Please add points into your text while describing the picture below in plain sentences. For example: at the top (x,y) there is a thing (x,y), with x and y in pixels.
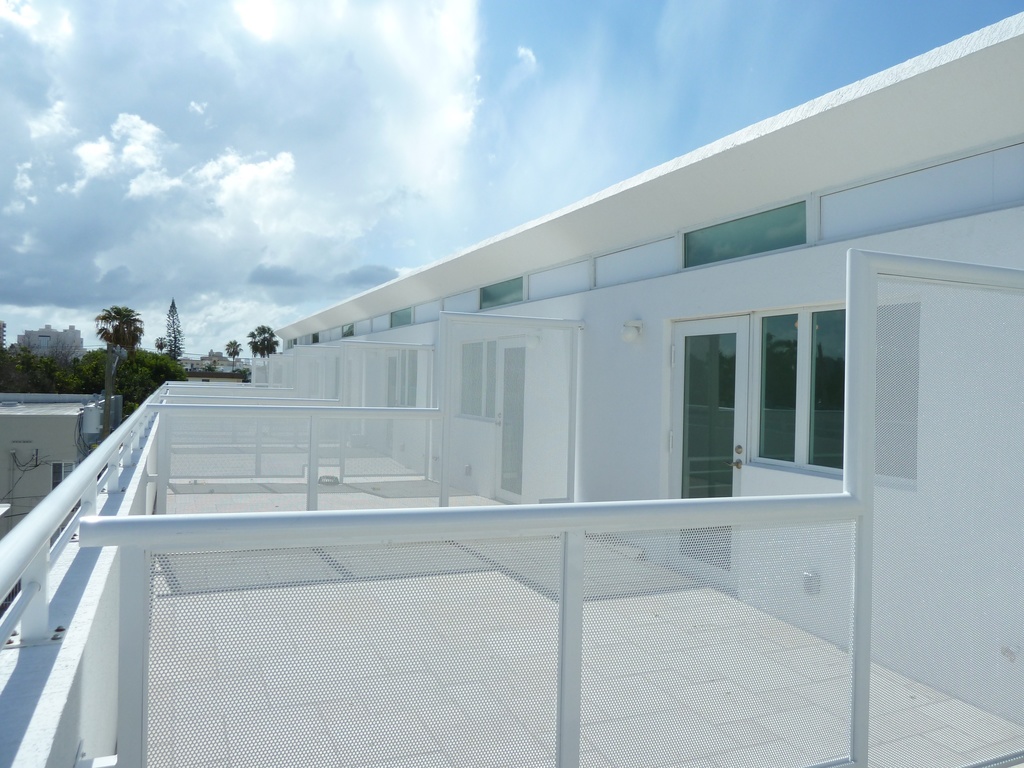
On the right side (927,316), there is a building (1013,179) which is having glass windows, small fencing (83,514) on the white wall (44,743) near fencing (366,425) which are having nets (400,616). In the background (53,426), there are trees (167,354), buildings (19,447) and clouds (16,324) in the blue sky (521,64).
